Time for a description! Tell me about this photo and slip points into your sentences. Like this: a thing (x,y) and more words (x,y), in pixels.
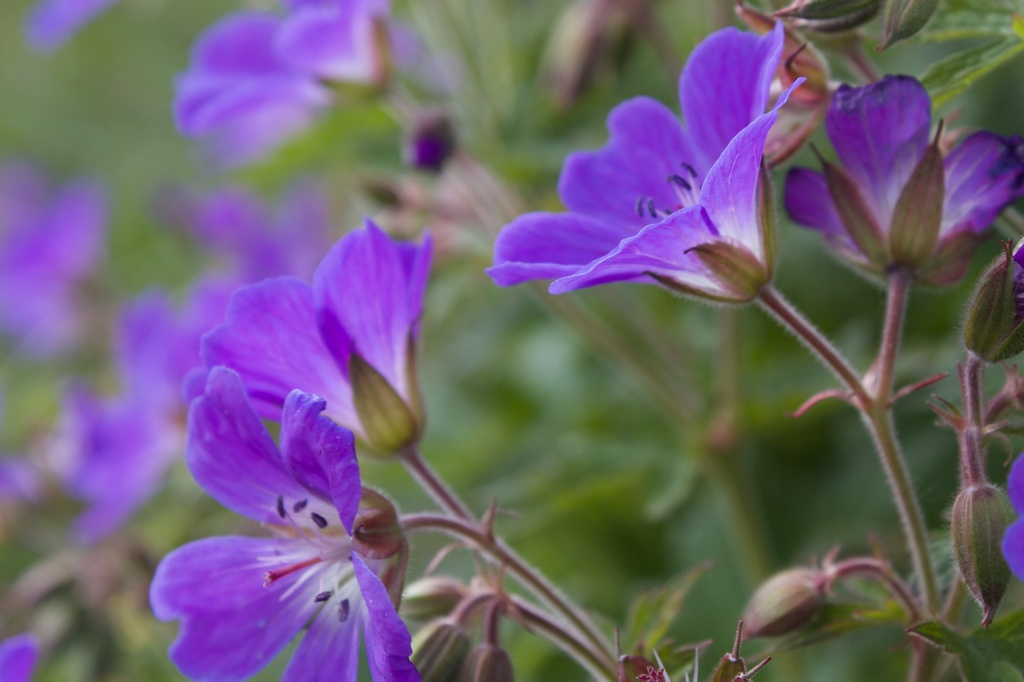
The picture consists of flowers (372,263) and plants (321,171). The background (329,147) is blurred.
